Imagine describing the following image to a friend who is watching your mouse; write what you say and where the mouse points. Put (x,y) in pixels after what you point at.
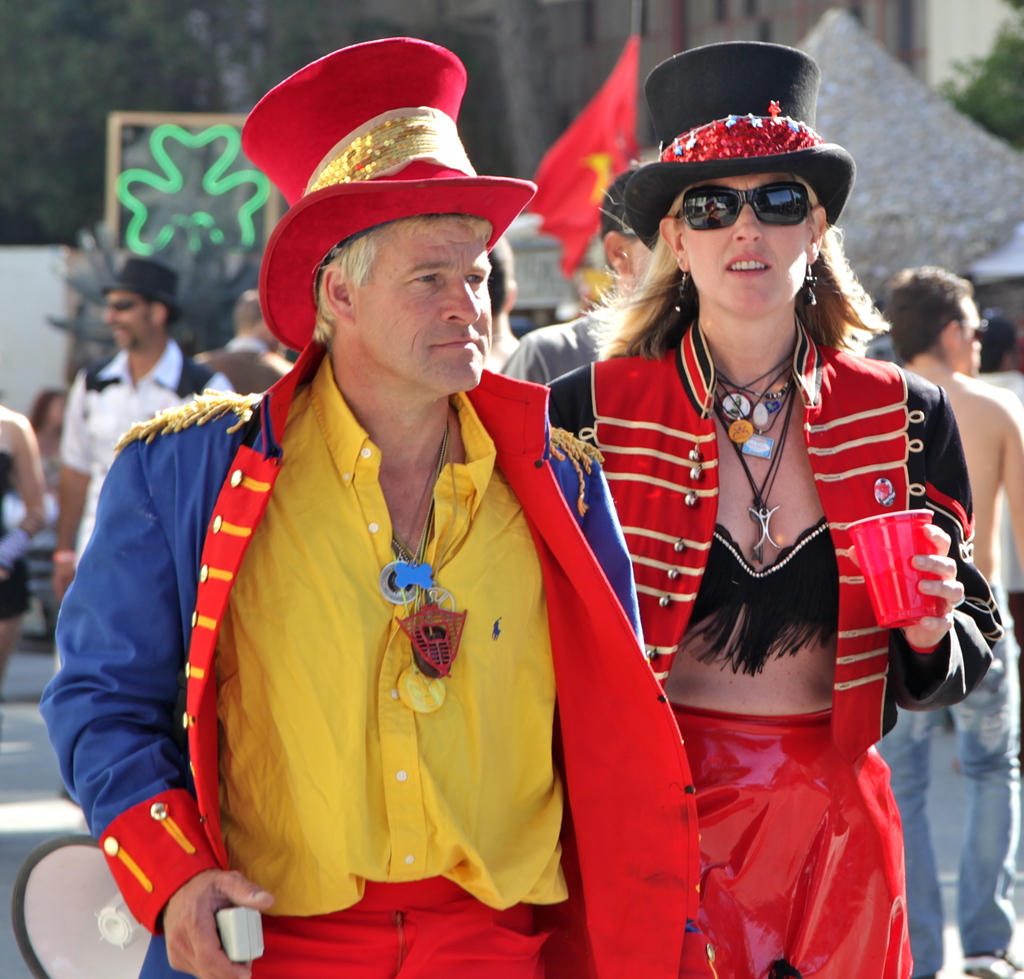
In this image in the foreground (531,630) there is one man (381,250) and one woman (700,516) and man (643,861) is holding some speaker (61,923), and they are wearing some costumes (841,477) and hats (436,213). And in the background (905,182) there are group of people (925,320), buildings (905,182), and some boards (177,221). At the bottom of the image (8,679) there is a walkway (942,782).
